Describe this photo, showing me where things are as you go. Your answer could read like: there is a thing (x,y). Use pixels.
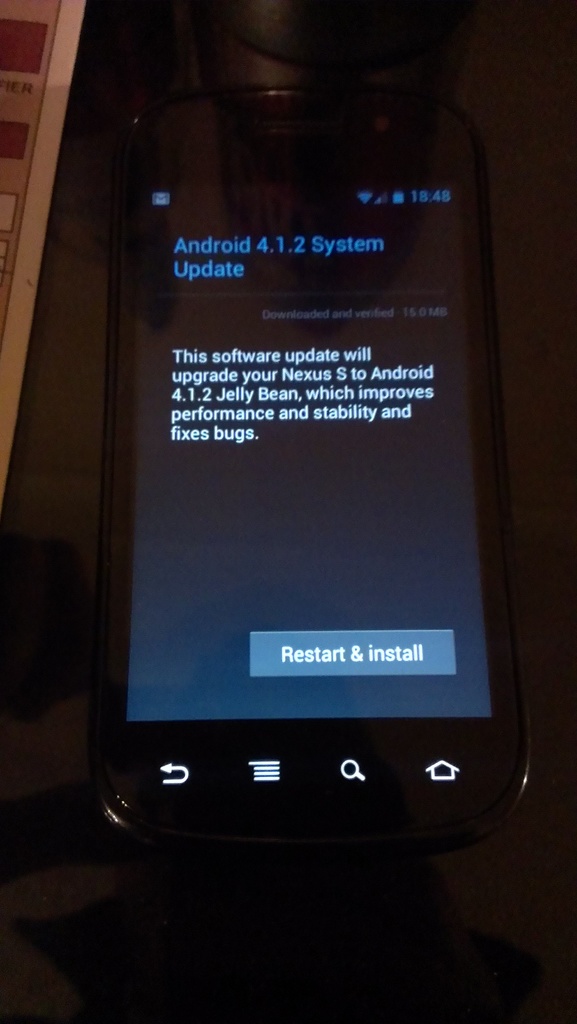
In this image we can see a cellular phone (457,521) and some text (426,312) displaying on the screen (283,288).
